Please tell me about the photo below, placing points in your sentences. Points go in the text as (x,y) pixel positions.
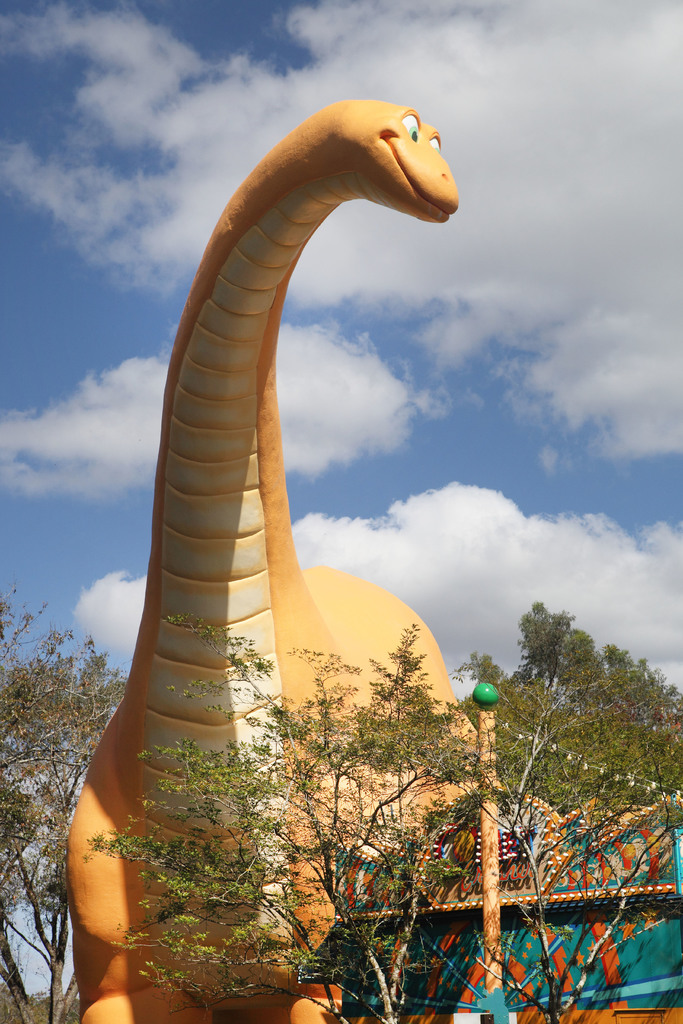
In this image, we can see a toy dinosaur (250,756). There are a few trees (537,775), plants (527,778), a pole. We can also see some objects (505,1023) on the bottom right (631,1020). We can see the sky (521,420) with clouds (649,63).
